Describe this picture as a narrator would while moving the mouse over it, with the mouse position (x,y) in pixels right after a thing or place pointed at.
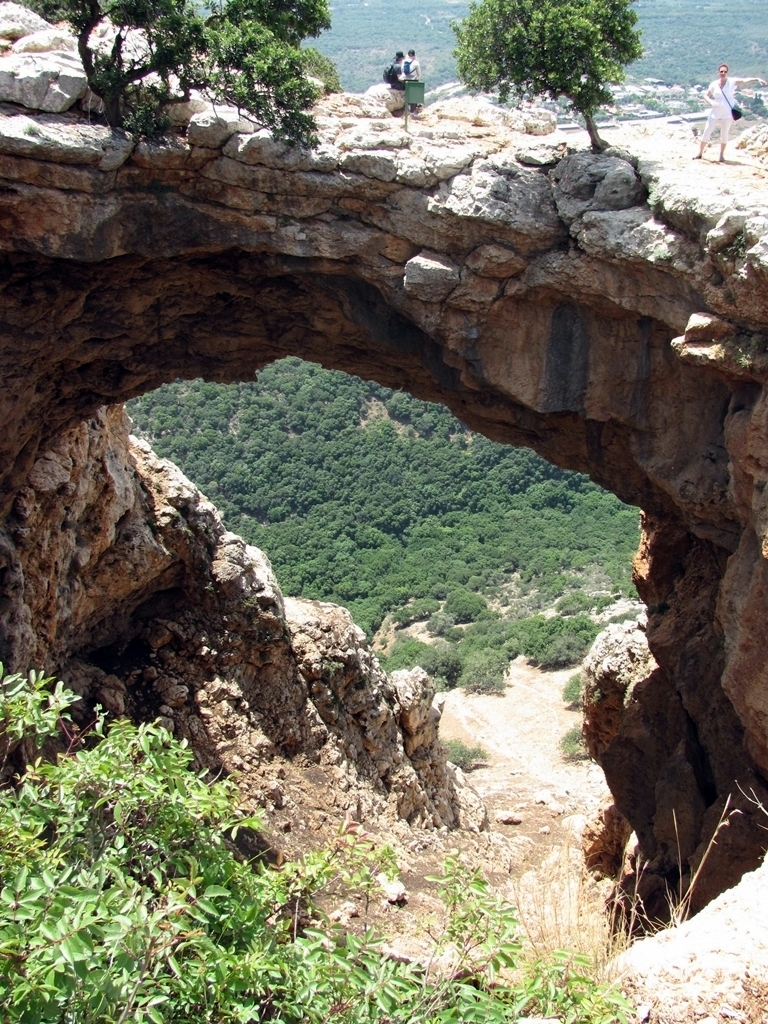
This is an aerial view. In this picture we can see the trees (410,466), rocks (397,385) and some persons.
